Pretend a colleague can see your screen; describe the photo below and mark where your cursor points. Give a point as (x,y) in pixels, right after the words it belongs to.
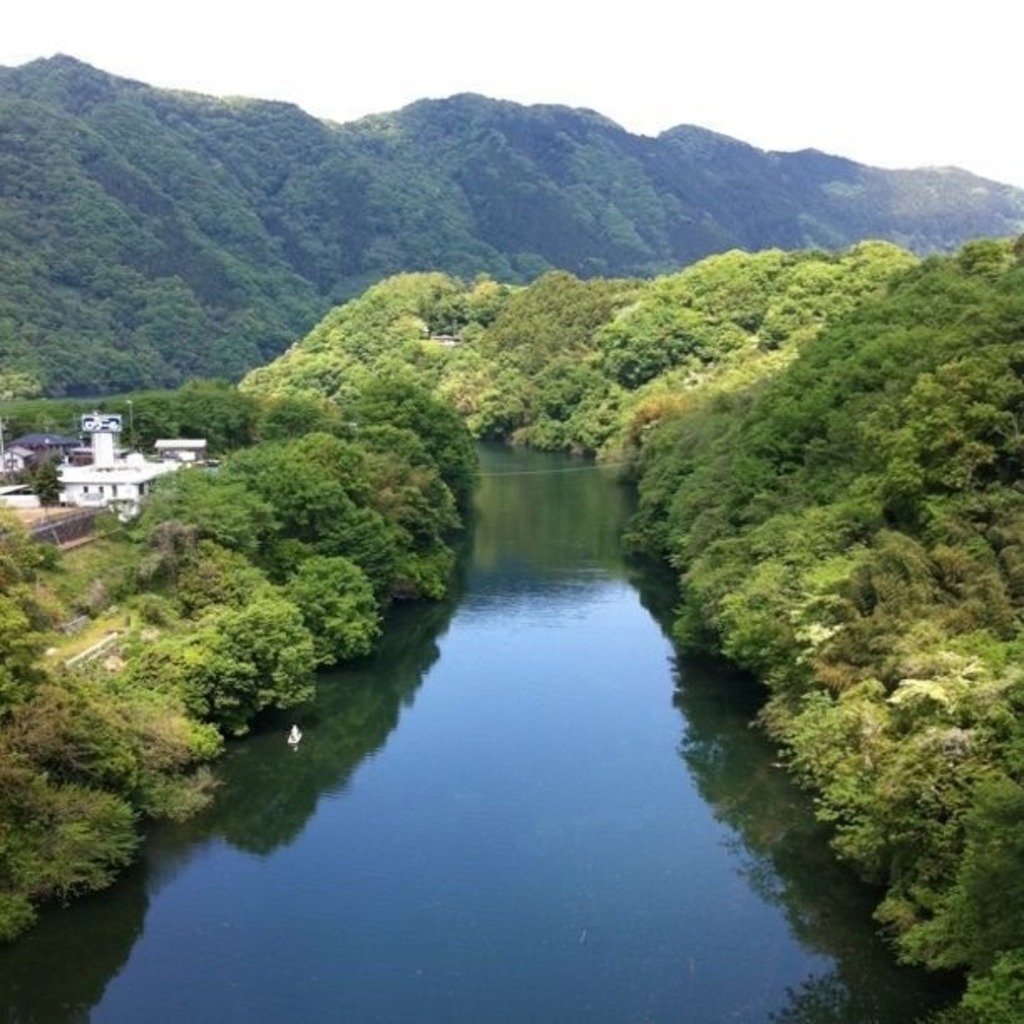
In this image, we can see water (508,746), there are some plants (704,588) and trees (614,384), we can see homes (112,486), at the top (635,54) we can see the sky (489,40).
